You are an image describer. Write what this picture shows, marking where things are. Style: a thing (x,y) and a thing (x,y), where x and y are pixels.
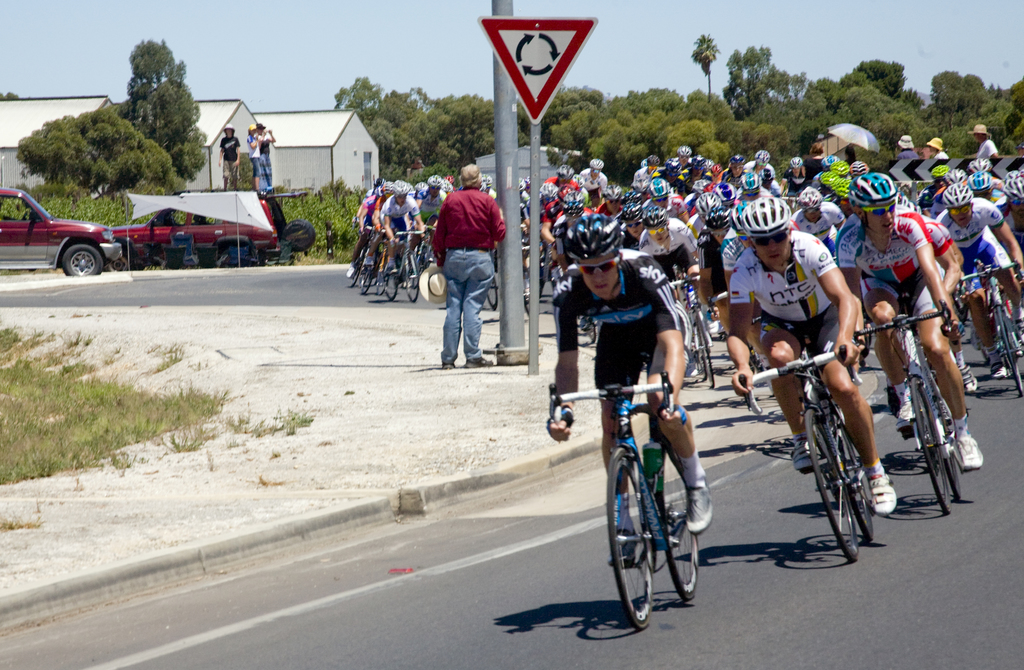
In this image we can see people (805,318) riding bicycles (671,476) on the road (710,453), persons (462,228) standing and holding a hat (433,296), people (236,176) standing on the motor vehicle (191,218), buildings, trees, sign boards (530,40), poles (535,360) and sky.
